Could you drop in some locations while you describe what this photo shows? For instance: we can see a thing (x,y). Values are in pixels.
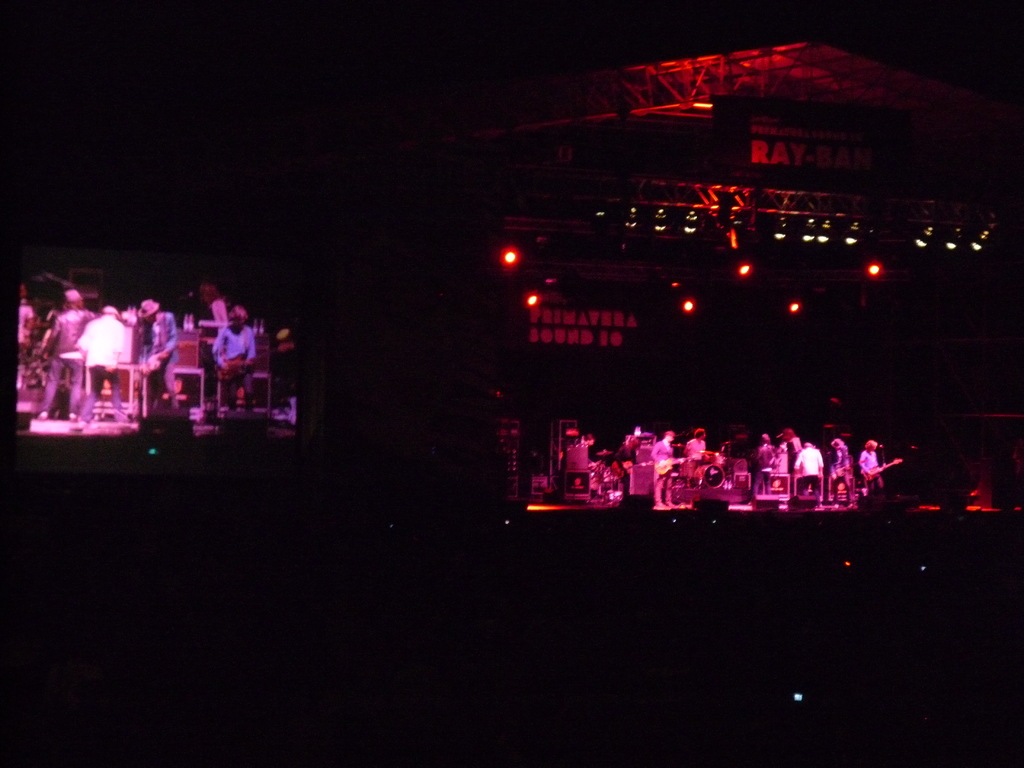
This picture is dark, in the background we can see people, musical instruments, lights (655,217) and objects (66,271).
